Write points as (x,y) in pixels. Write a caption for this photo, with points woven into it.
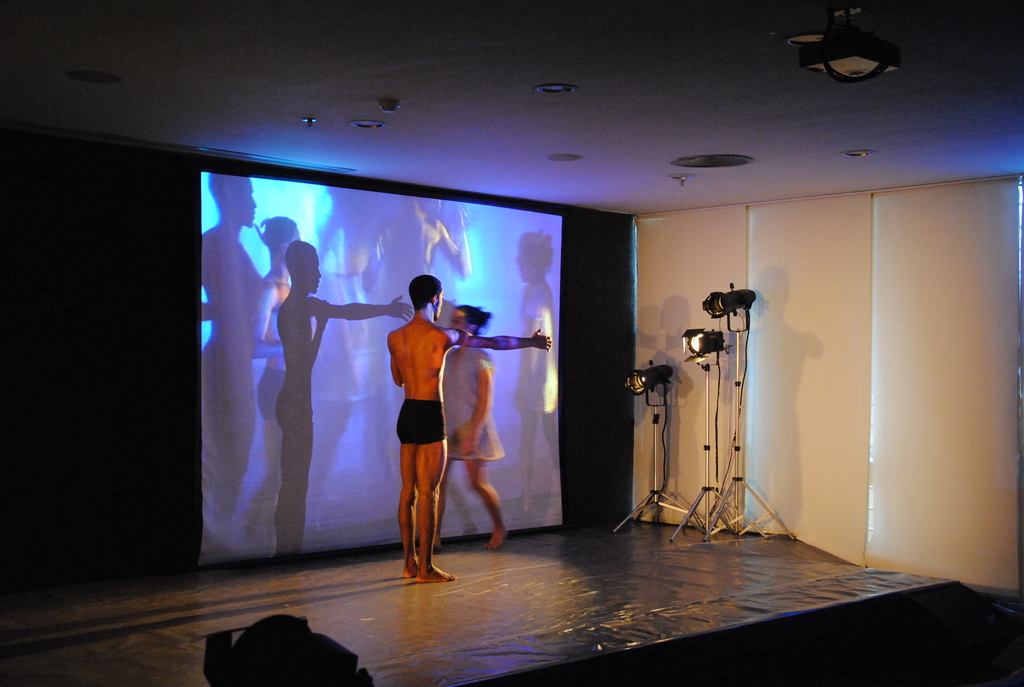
In this image there is a man (422,552) and woman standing on the stage (559,570) behind them there is a screen (372,529) where we can see the reflection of people (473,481), also there are stands (678,531) with lights (711,334).
